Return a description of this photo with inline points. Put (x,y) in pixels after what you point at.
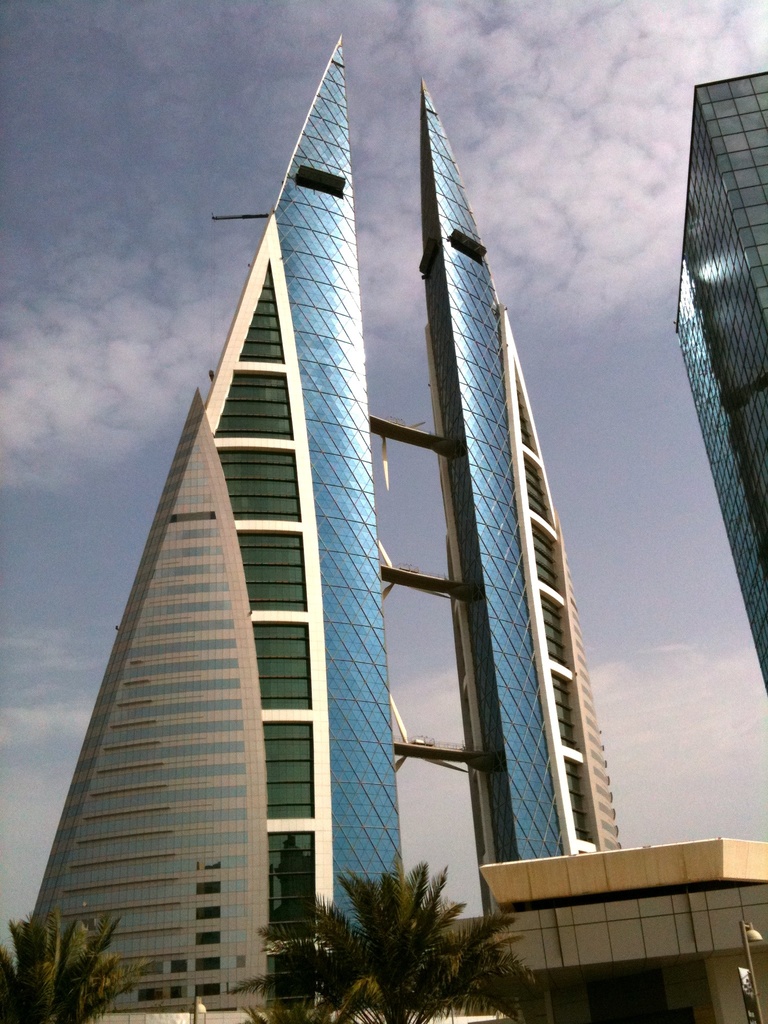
We can see trees (34,1005), light (752,933) on pole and buildings (558,692). In the background (589,168) we can see sky (589,168) with clouds (547,193).
